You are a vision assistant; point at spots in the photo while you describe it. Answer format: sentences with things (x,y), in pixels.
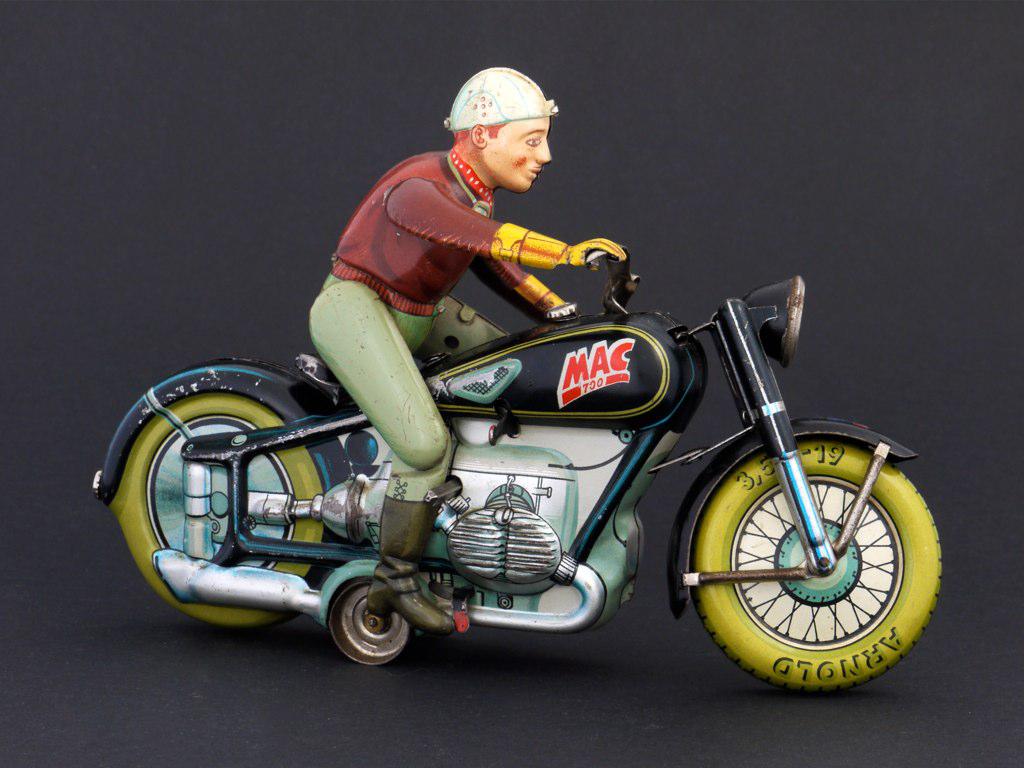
In the picture we can see a toy bike (907,456) and a toy man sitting on it and riding it, the bike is black in color with yellow wheels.
